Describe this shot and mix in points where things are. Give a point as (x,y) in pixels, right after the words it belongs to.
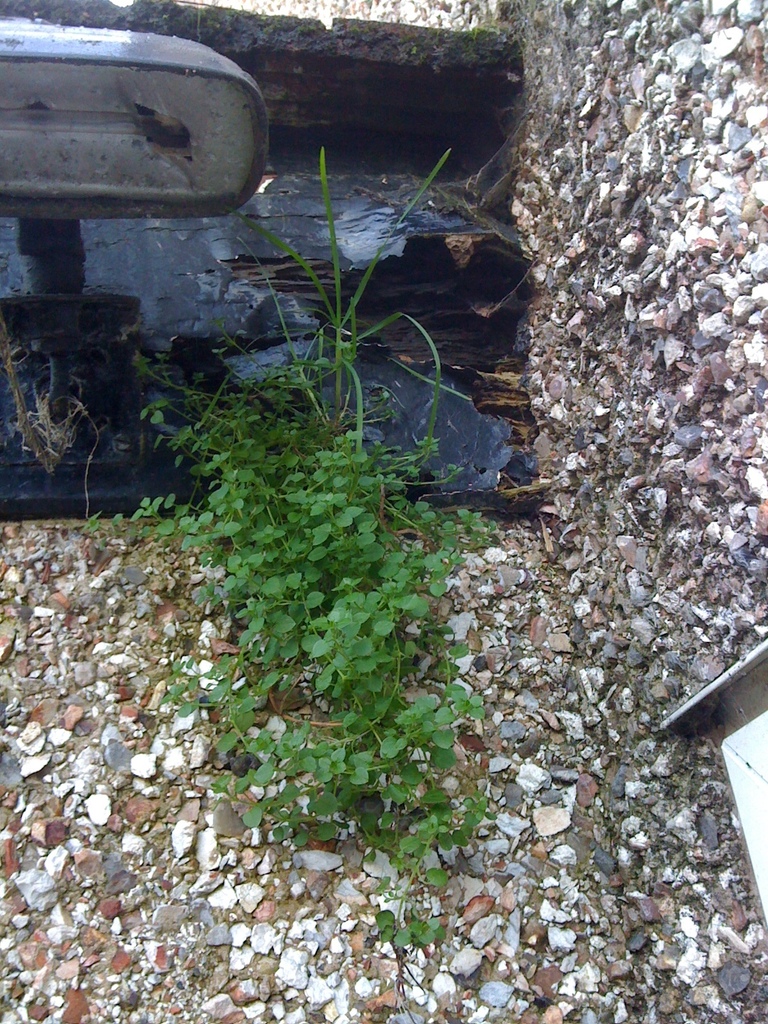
In this picture we can see a plant (279,671), stones (464,742) and an object (72,188).
